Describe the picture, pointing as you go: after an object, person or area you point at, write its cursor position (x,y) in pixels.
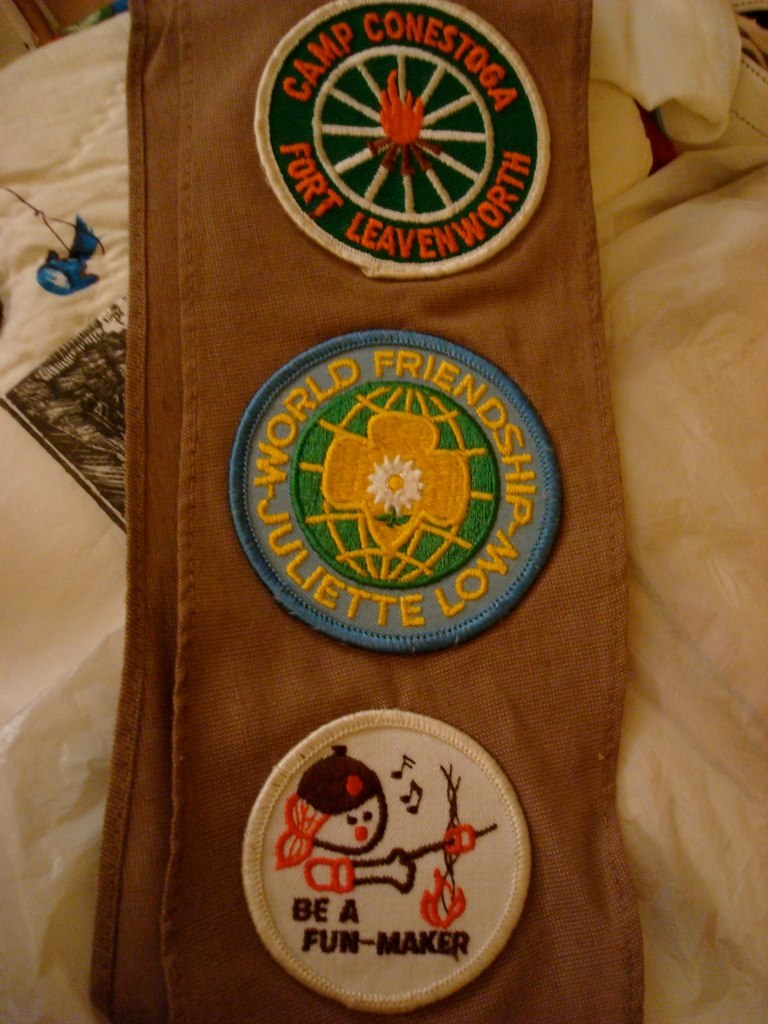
In this image I can see the badges (371,943) stitched to the brown color cloth (182,551). It is on the cream color bed sheet (93,38). To the side I can see the blue and black color object (75,246).
